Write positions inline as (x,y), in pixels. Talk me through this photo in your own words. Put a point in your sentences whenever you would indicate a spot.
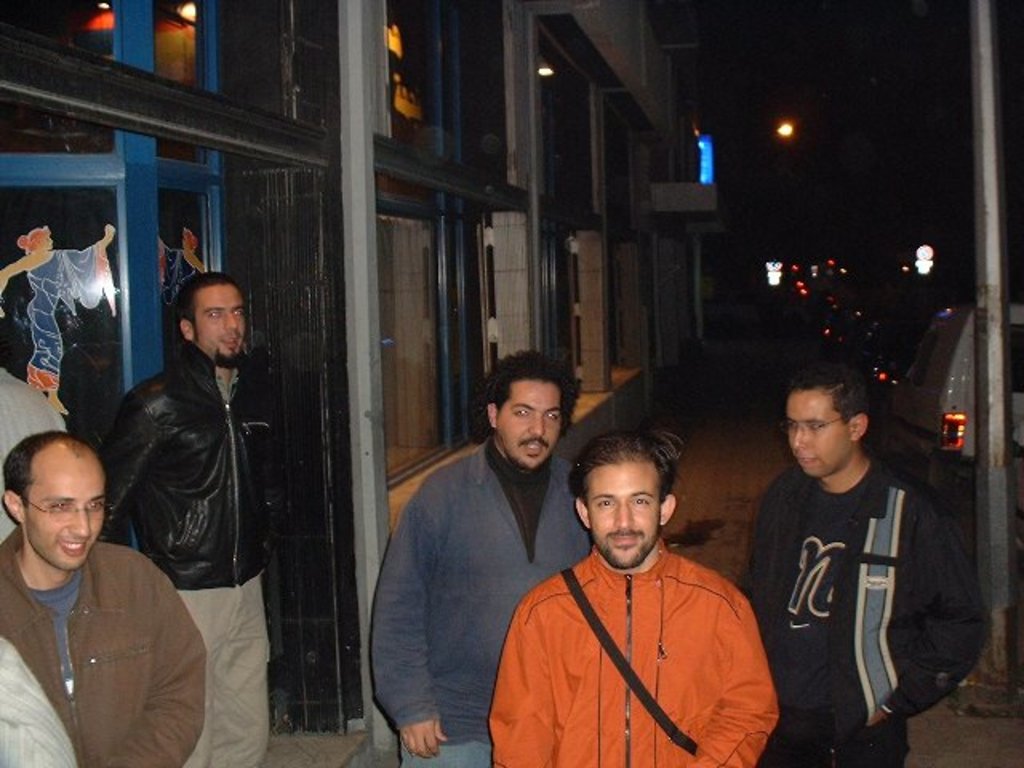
In this image, we can see people (172,706) and are wearing coats (565,551), one of them is wearing a bag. In the background (916,379), there are vehicles (944,395) on the road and we can see lights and a building (122,218).
